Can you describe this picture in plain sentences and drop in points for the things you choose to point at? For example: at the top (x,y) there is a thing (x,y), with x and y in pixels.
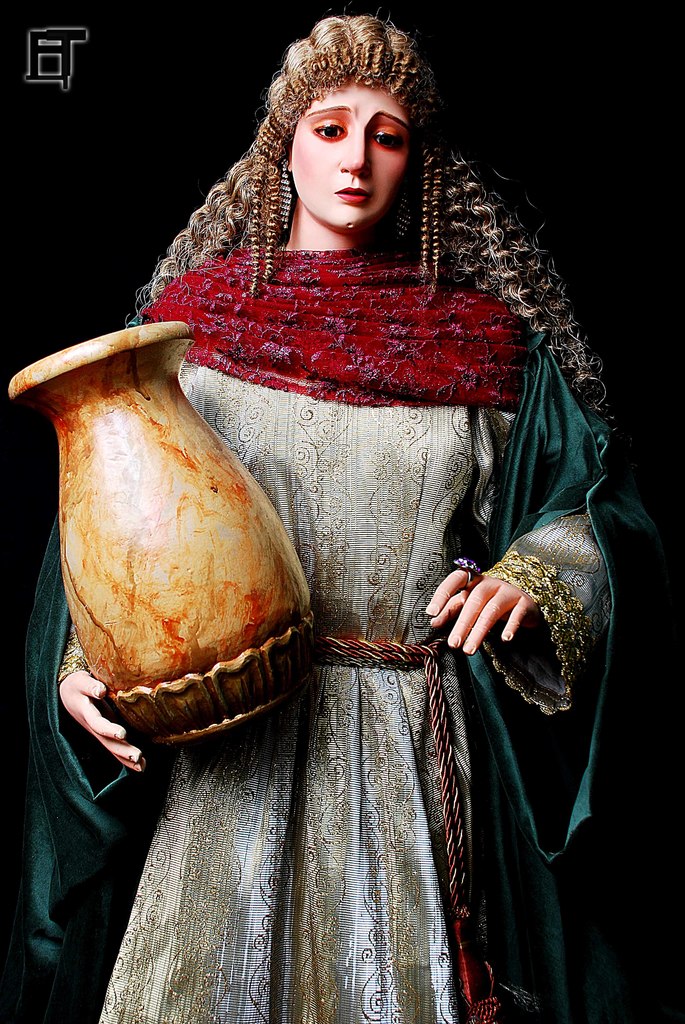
In this picture we can see a woman (459,701), she is holding a pot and in the background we can see it is dark, in the top left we can see a logo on it.
